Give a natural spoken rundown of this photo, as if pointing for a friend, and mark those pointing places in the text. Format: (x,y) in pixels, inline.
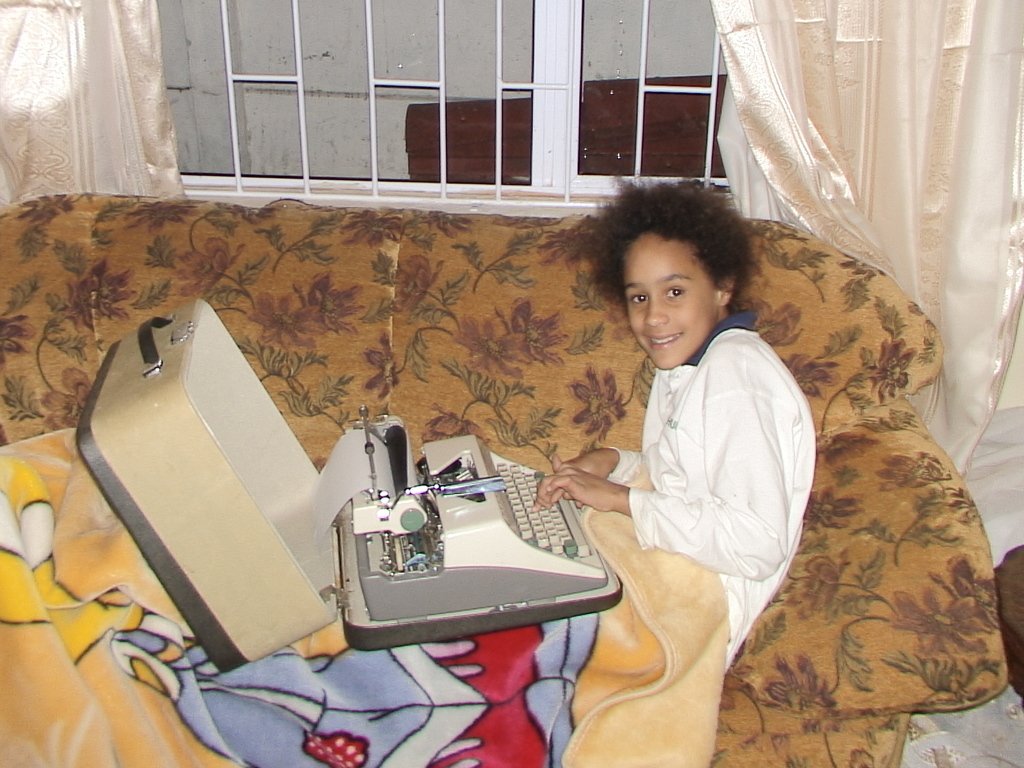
In this image I can see the person (748,540) sitting on the couch (872,562). On the person (765,462) I can see the typing machine (201,516) and I can also see the blanket (355,707) on the person (758,477). In the back (367,63) there is a window (282,81) and there are cream color curtains (888,78) to it.
